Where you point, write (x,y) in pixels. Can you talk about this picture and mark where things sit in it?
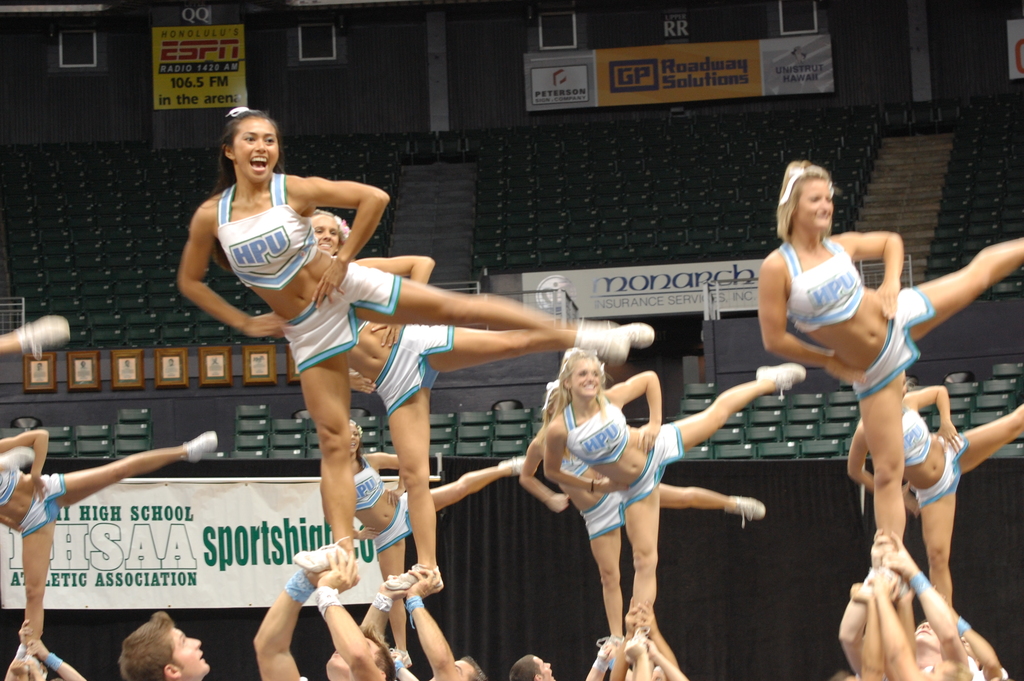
In this image we can see women (123,465) dancing and men (414,595) holding them. In the background (465,72) there are advertisements (206,56) to the walls (465,47) and seats (854,226).
